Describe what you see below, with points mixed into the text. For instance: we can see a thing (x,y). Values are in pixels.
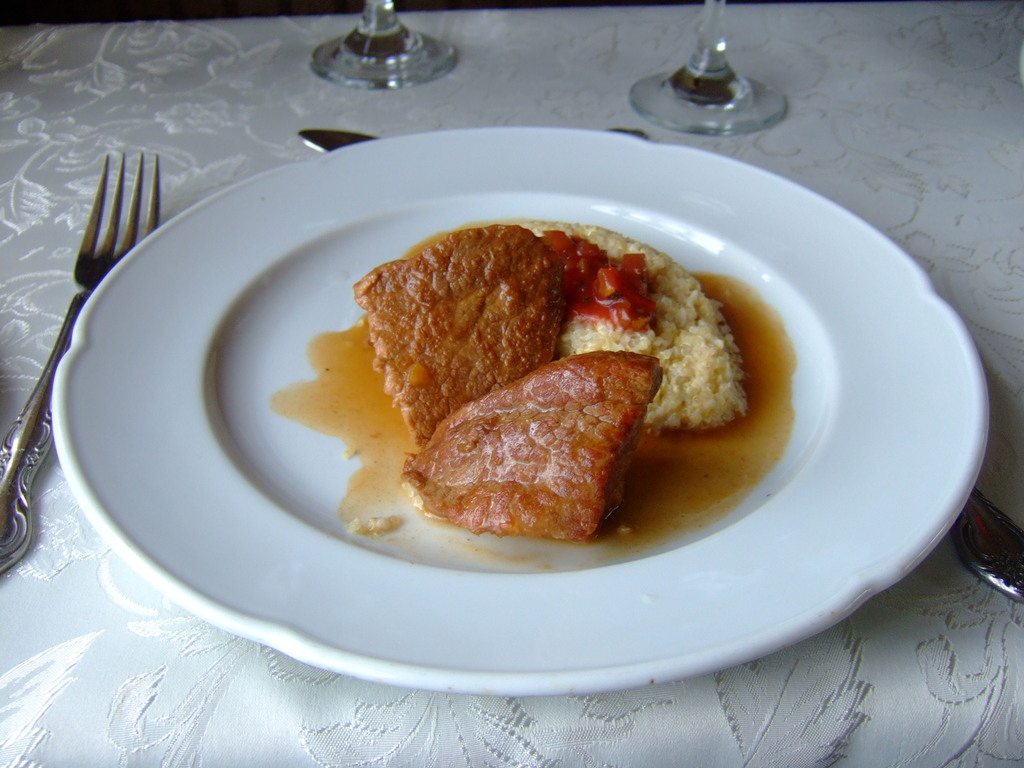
In this image I can see the food (751,402) in the white color plate (821,420). I can see the fork (96,201), few glass objects (364,52) on the white color cloth (964,733). The food (572,486) is in brown, red and white color.
